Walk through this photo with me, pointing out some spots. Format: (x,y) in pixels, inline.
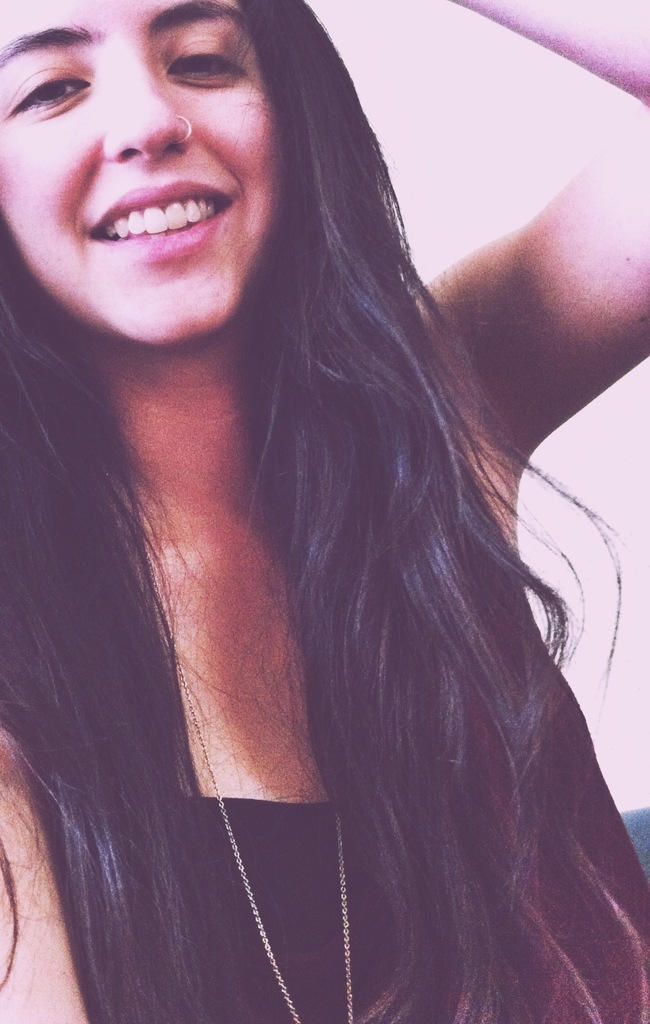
In this image we can see a person (413,778). In the background of the image (460,193) there is a white background (635,385).
